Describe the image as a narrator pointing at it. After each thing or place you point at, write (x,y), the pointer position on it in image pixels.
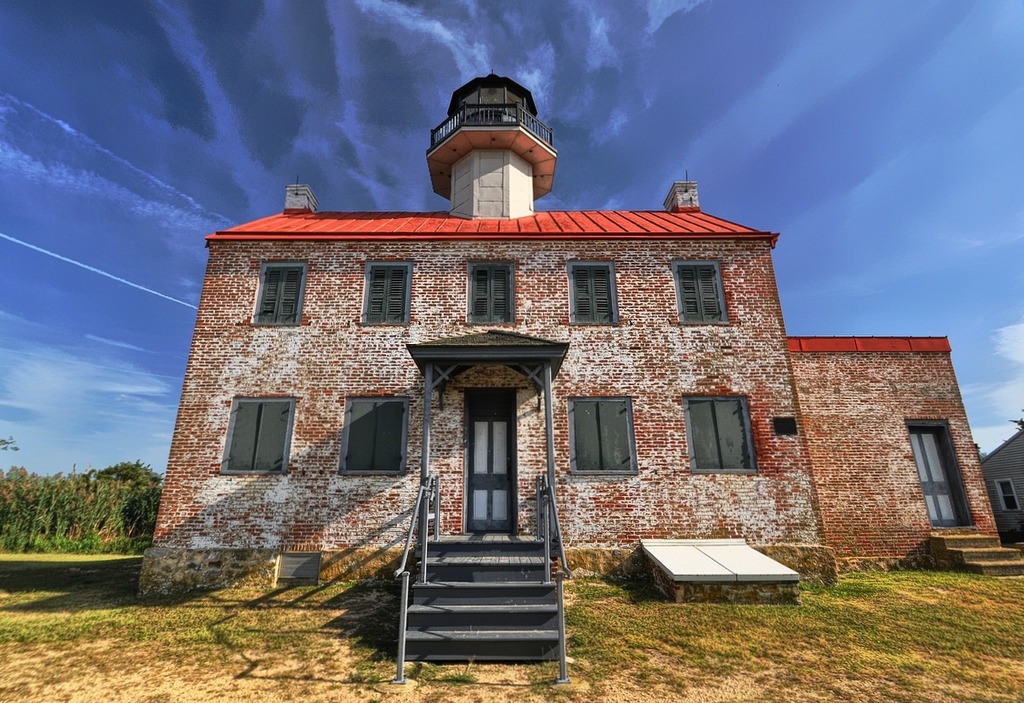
In this image I can see a building (369,411). In front of this building (523,516) there are some stairs (441,609) and ground (219,673). On the left side (74,502), I can see some trees (138,512). On the top of the image (192,120) I can see the sky (211,170).
